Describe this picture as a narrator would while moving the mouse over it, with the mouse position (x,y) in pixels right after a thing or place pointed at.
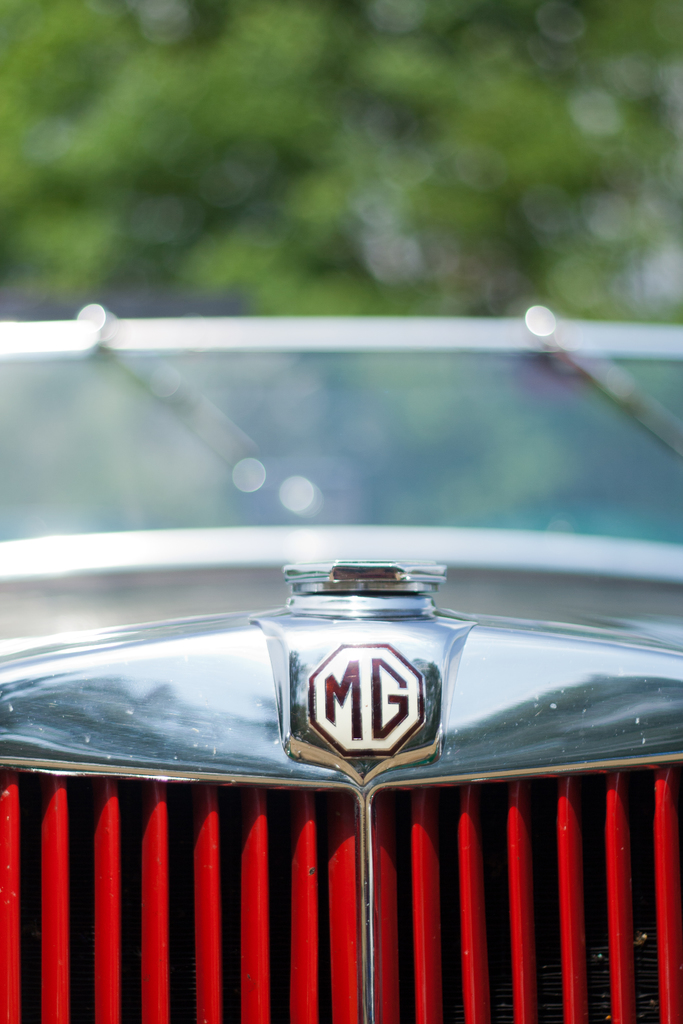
In this picture we can see a close view on the car radiator grill (270,755) on which "MG" monogram (365,690) is seen. Behind we can see green tree (198,214) and blur background (301,81).
